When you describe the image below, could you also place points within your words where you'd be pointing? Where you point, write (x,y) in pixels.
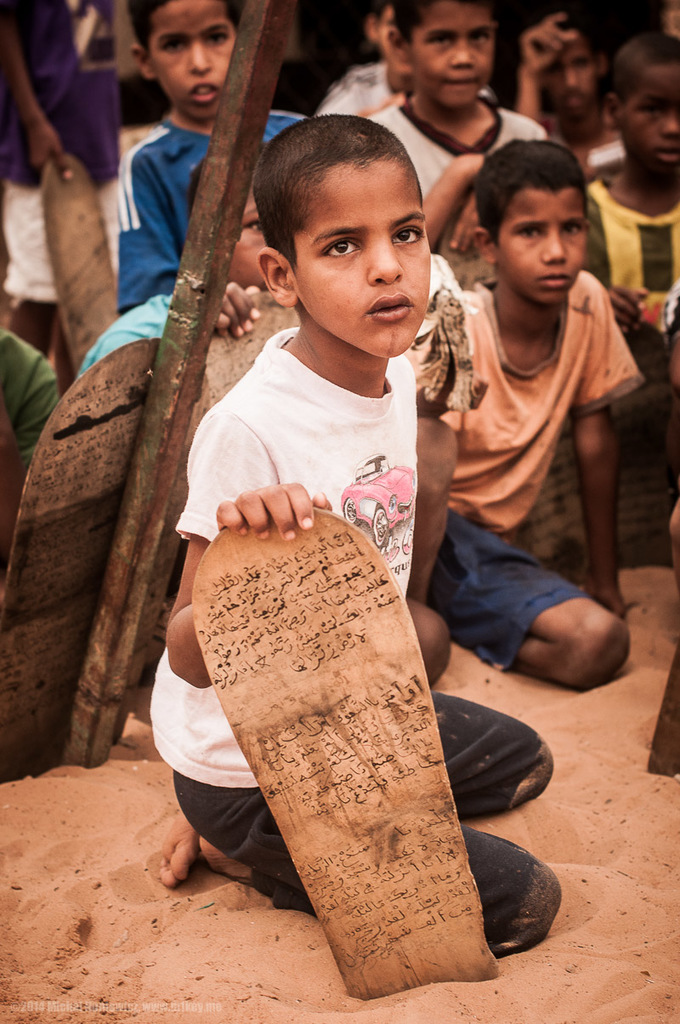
In the image there is a kid (292,302) in white t-shirt (275,432) and jeans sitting on sand (247,908) with a scripture board (256,593) in his hand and behind him there are many kids (424,169) standing.
